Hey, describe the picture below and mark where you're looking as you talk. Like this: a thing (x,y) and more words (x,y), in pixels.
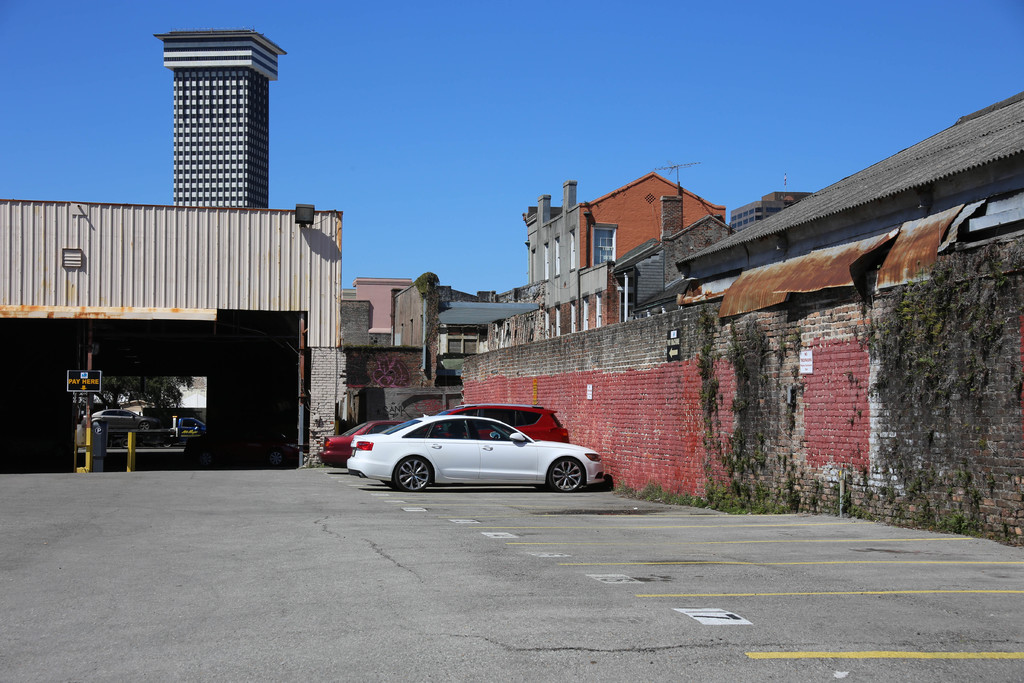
There are three vehicles (460,468) parked beside the brick wall (611,394) and there are houses (616,240) and buildings (569,257) around the wall (826,325) and in the background (450,127) there is a blue sky (507,121).
